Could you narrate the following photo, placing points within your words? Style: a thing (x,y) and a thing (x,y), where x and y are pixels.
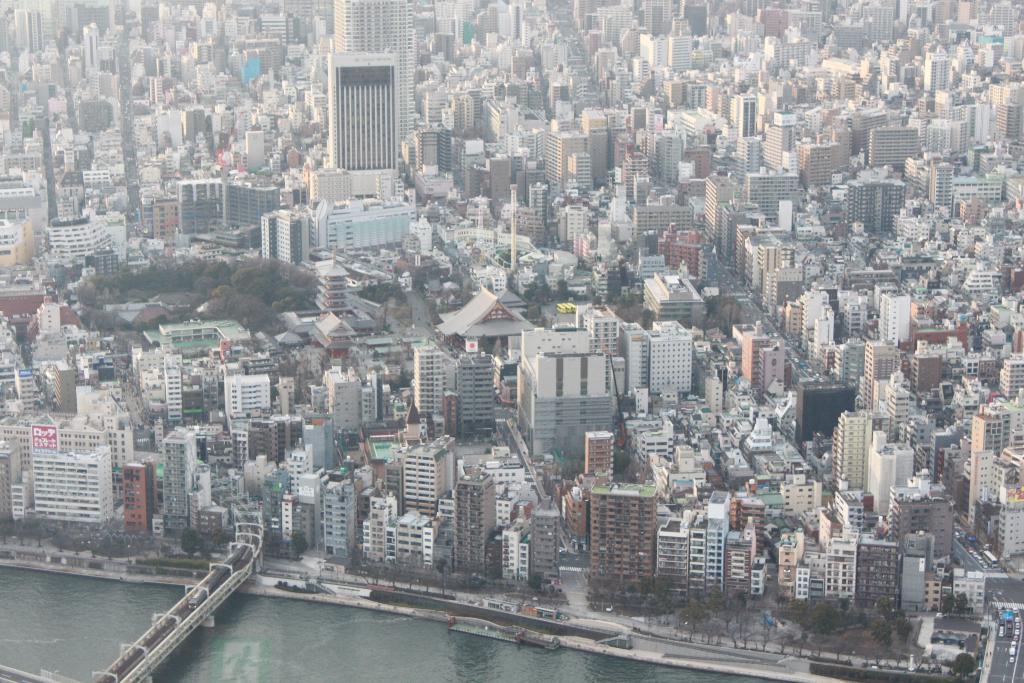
In this image we can see many buildings (496,342) and trees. At the bottom (446,659) there is a canal (435,675) and a bridge (182,619).
